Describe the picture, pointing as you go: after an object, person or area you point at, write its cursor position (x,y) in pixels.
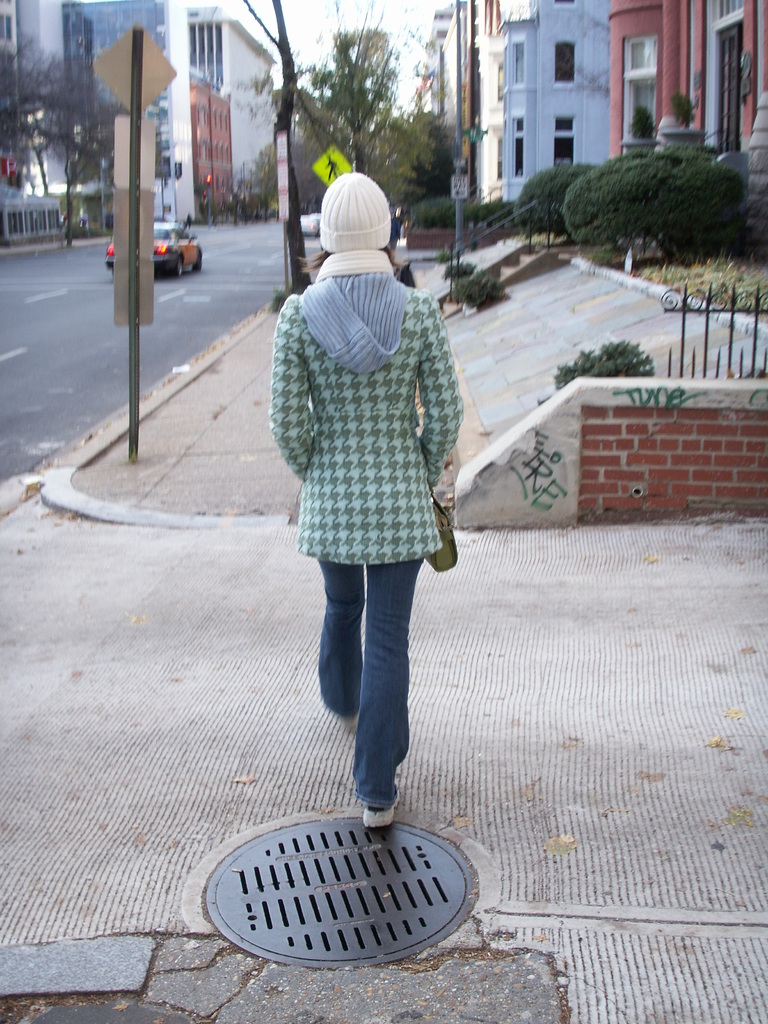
In this given picture, I can see a person (373,573) walking and few trees (669,185) a couple of buildings (562,118) towards right (532,52), an electrical pole (456,44) and i can see a car (158,240) on road (211,274) and towards left (155,24), They are few buildings (69,58) which includes trees (89,149).
